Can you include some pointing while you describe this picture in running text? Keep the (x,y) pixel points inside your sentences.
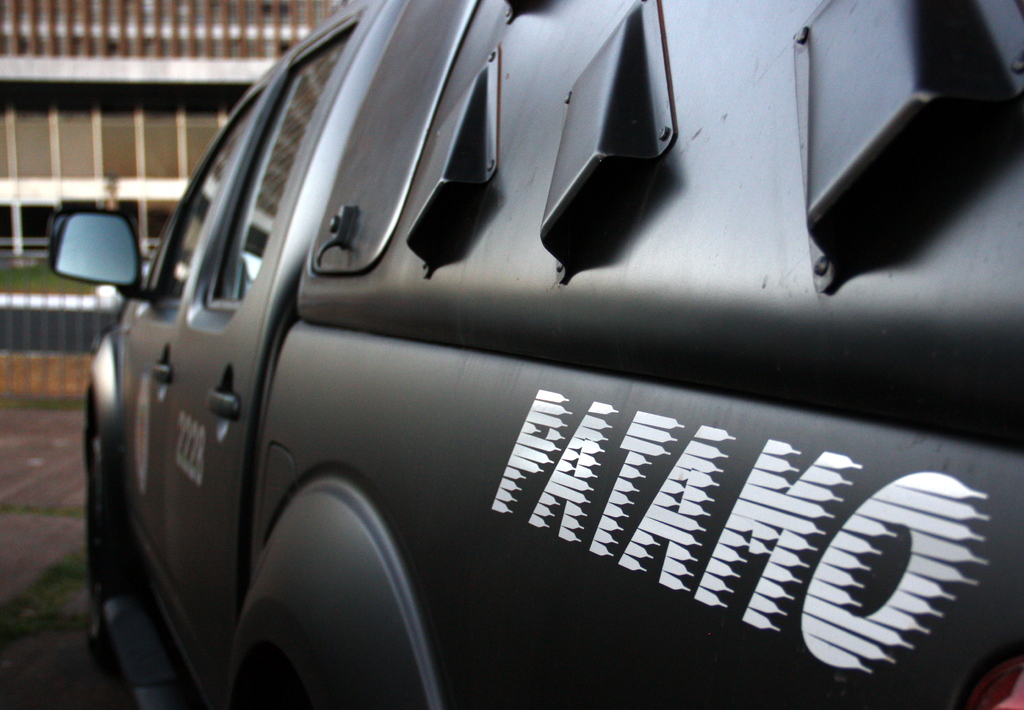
As we can see in the image there is a black color truck (573,329) and buildings (165,75).
